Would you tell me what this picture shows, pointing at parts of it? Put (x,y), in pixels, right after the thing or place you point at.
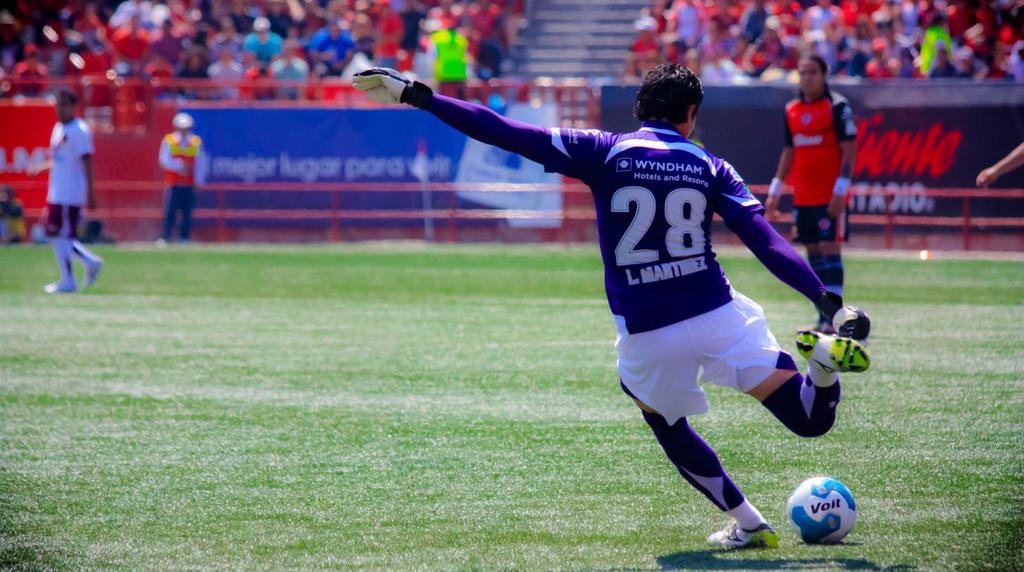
In this image I see 3 men (76,255) who are wearing jerseys (699,256) and I see that this man (656,237) is wearing gloves (857,333) and I see a ball (800,495) over here which is of white and blue in color and I see a word (814,503) written and I see the green grass (353,371). In the background (21,235) I see number of people (493,49) in which most of them are sitting and I see boards (442,169) on which there are words (391,162) written and I see that it is totally blurred in the background (621,124).
